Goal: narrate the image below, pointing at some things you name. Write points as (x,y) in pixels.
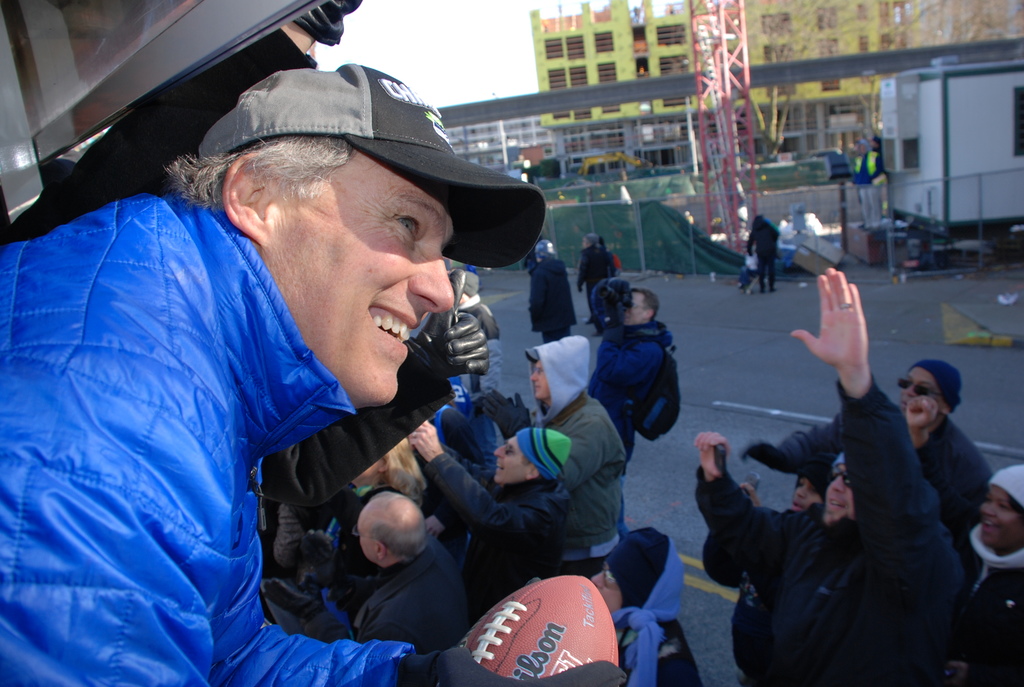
In the picture we can see a man (316,406) from the vehicle (36,144) looking outside and he is wearing a blue color jacket (99,415), cap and holding a rugby ball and he is also wearing a cap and beside him we can see some people (745,512) are standing on the road (519,328) and raising the hands (839,326) and one person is holding a camera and capturing something and behind him we can see a fencing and behind it we can see a bridge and behind it we can see some buildings (900,37) and behind it we can see a sky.
